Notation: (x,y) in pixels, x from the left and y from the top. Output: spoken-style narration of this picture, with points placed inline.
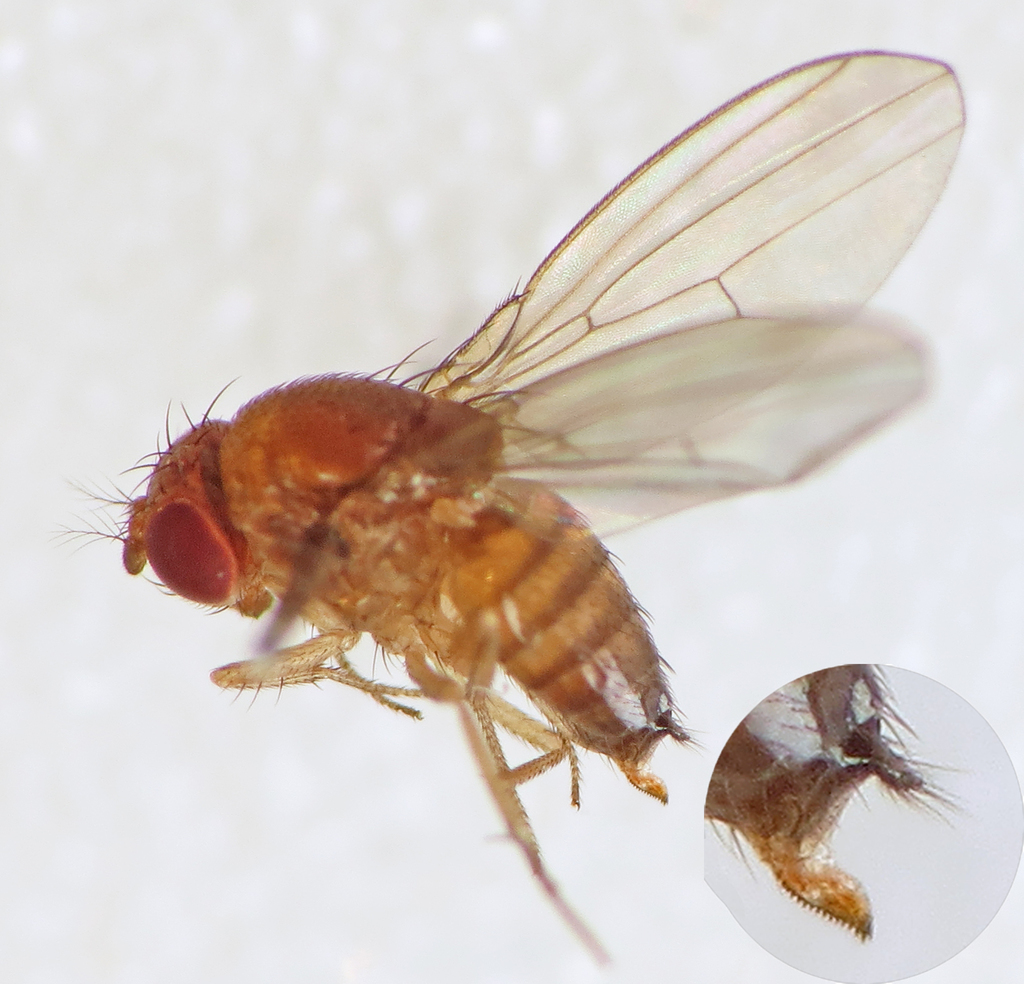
In this picture we can see an insect (450,555) on the white background (34,561). We can see the back part (841,784) of an insect (804,814) in the bottom right (774,791).
